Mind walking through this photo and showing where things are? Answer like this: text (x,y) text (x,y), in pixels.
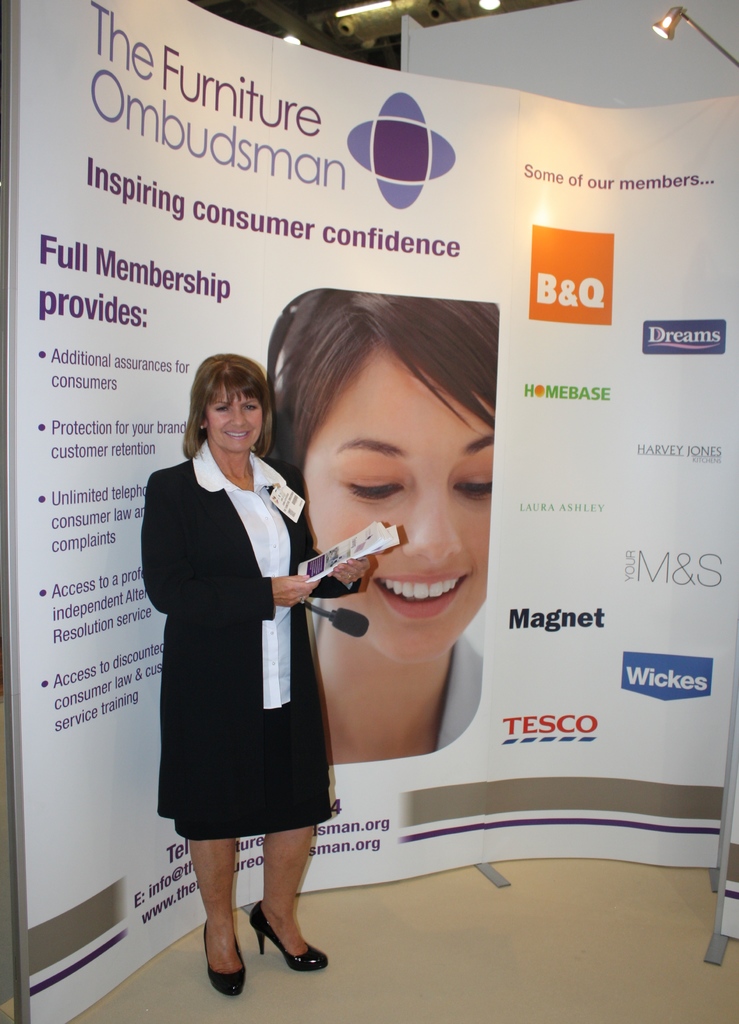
In this picture we can see a woman (189,533) holding objects (393,535) in her hands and smiling. There is a banner (131,396) visible behind this woman (229,640). We can see some text (116,450), numbers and the image (373,331) of a person (370,584) on this banner (407,83). There are a few lights (671,20) visible on top of the picture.
